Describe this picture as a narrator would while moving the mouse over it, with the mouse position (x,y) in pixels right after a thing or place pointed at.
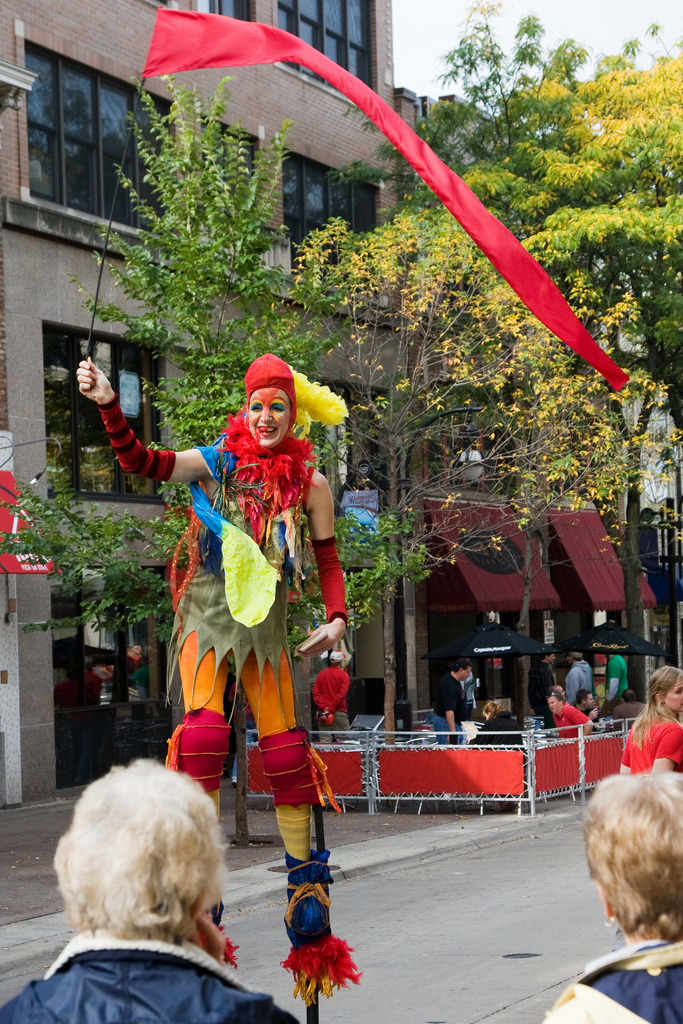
In this image there is a women (228,613) standing on poles (306,949) wearing costume (224,608) and few people (656,889) are watching her, in the background (372,538) there are trees (389,743), buildings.
